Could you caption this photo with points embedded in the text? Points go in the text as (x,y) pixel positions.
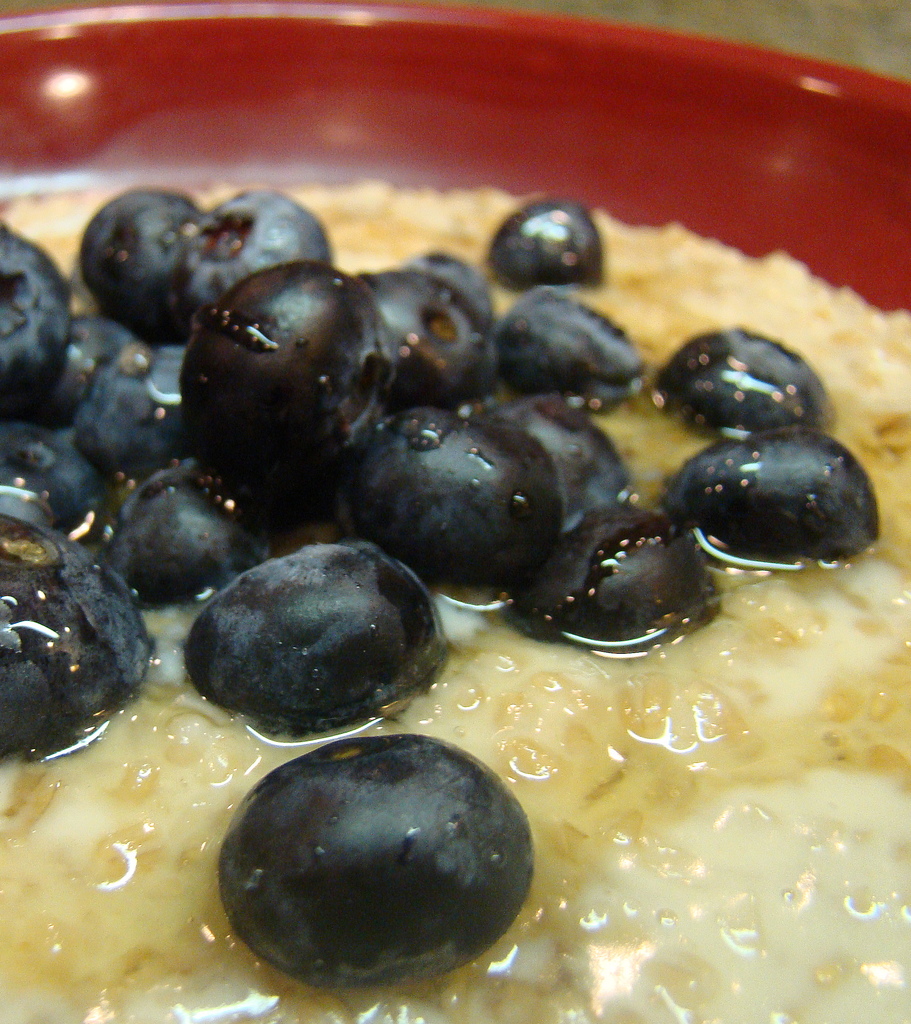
In this picture there is a bowl (509,110) in the center of the image (486,486), which contains blueberries (174,393) and other food items (835,848) in it.
